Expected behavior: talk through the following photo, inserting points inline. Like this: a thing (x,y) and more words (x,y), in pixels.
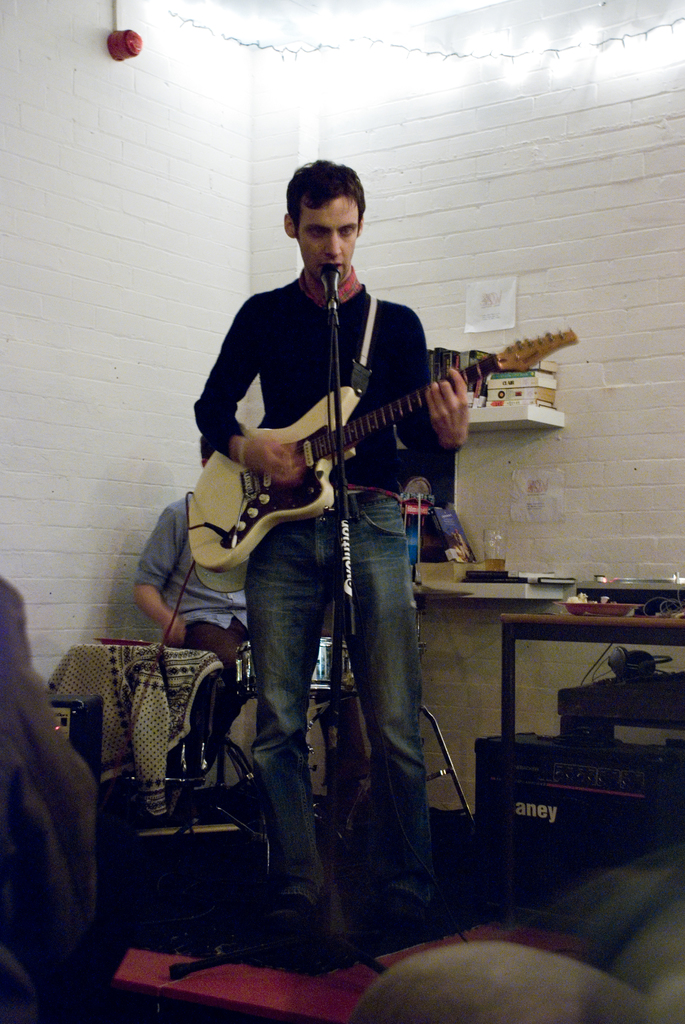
The man (361,409) in the middle of the image (358,343) is standing and playing guitar (349,389). He is even singing on a microphone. On the right bottom of this picture (508,698), we see table (524,622) and under the table (606,622) we find sound boxes (606,756). Behind the man (305,621), we see the other man (177,618) sitting on the chair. Behind them, we see wall (121,219) with white bricks (80,410).
